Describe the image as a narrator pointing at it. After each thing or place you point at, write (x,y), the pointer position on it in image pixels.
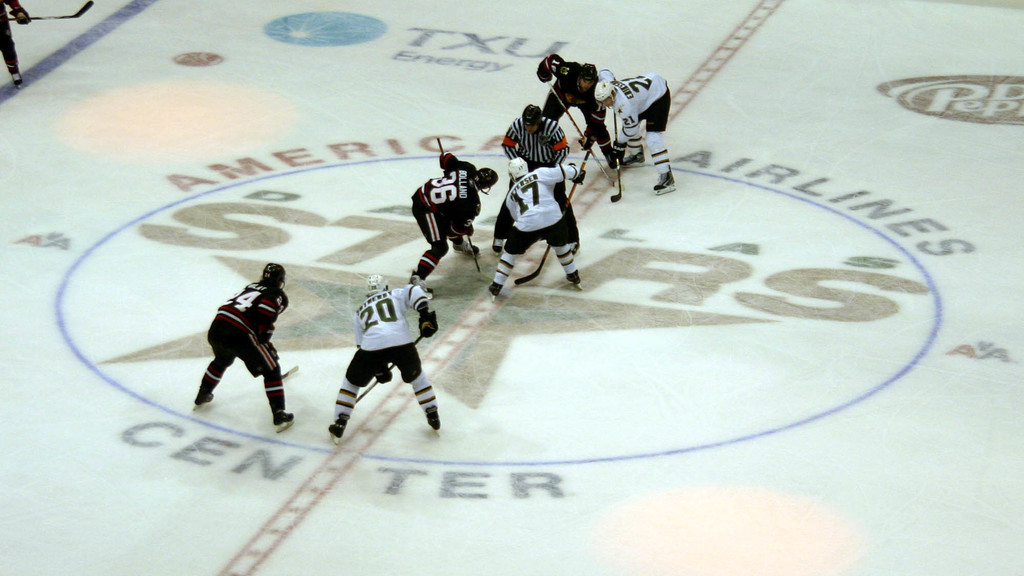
This image consists of many persons (585,69) playing hockey. At the bottom (441,487), there is a ground (413,404). They are wearing helmets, jerseys (522,148) and holding hockey sticks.
